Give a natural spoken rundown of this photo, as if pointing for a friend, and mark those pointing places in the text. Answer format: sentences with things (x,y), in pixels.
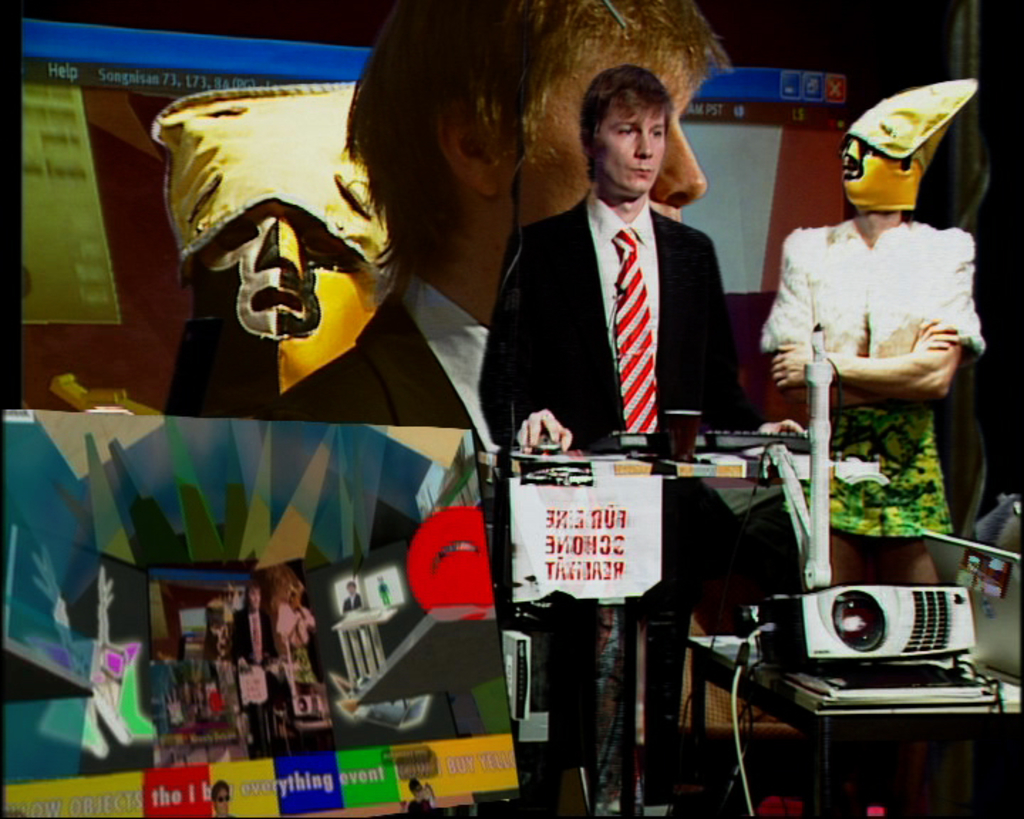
In this image in the front (378,612) there is a board (270,623) with some text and drawing (385,613) on it. In the center (660,446) there is a table (729,461) and there is a projector (850,623) and on the table (616,454) there is a glass (685,445), there is a keyboard (745,442). In the background (543,314) there are persons (825,277) standing and there is a screen (269,199) and on the screen (185,209) there are images (298,200) and texts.
